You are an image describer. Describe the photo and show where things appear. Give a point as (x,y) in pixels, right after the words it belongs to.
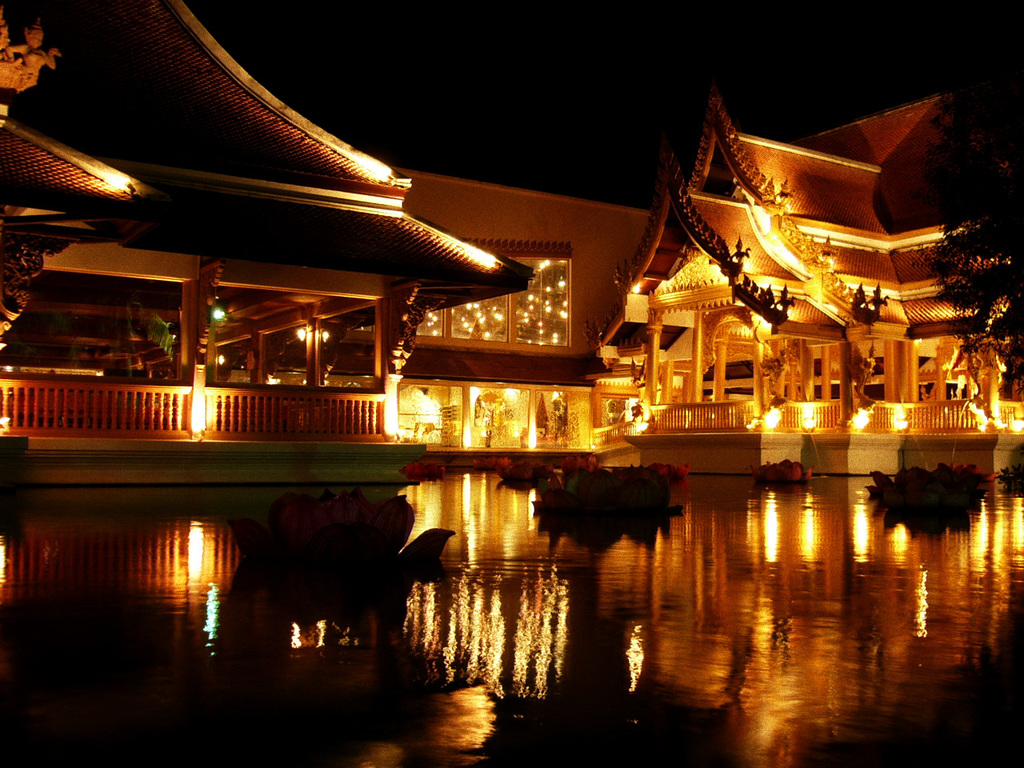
In this image I can see flowers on the water (429,638). There are buildings (244,262), sculptures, lights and there is a dark background (492,101).
